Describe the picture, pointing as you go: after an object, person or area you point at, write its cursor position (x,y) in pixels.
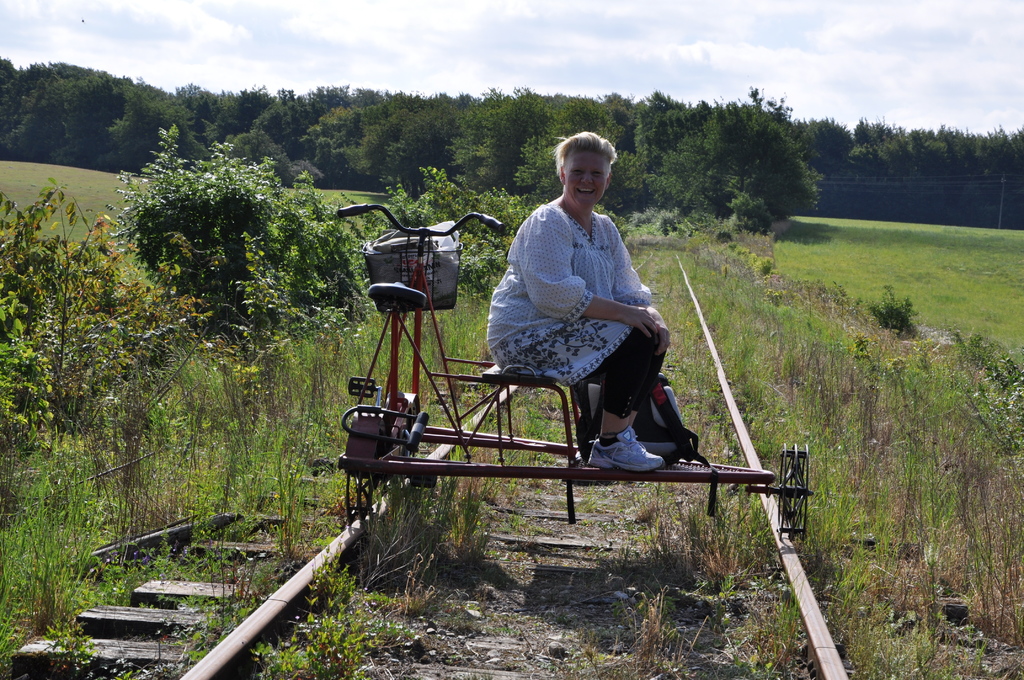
In this image, we can see a bicycle (417,257) and there is a bag (428,248) in the basket (393,255) and there is a lady (614,289) sitting on the stand (460,467) and we can see an other bag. In the background (345,132), there are trees (201,265) and plants (801,397). At the top (266,14), there are clouds (430,20) in the sky (392,40) and at the bottom (293,613), there is a track (160,586).
